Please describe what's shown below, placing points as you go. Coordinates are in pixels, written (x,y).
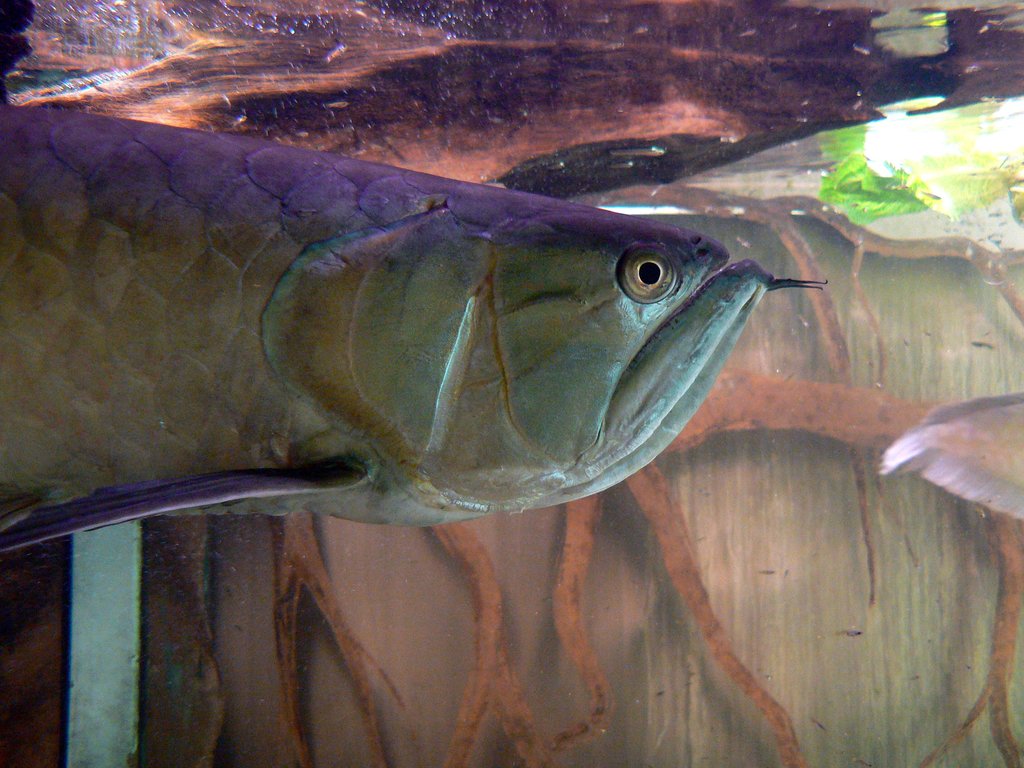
In this image we can see a fish (330,181) in the water (754,327). In the background (867,189) we can see roots (693,605), leaf (881,196) and a platform (845,510).
